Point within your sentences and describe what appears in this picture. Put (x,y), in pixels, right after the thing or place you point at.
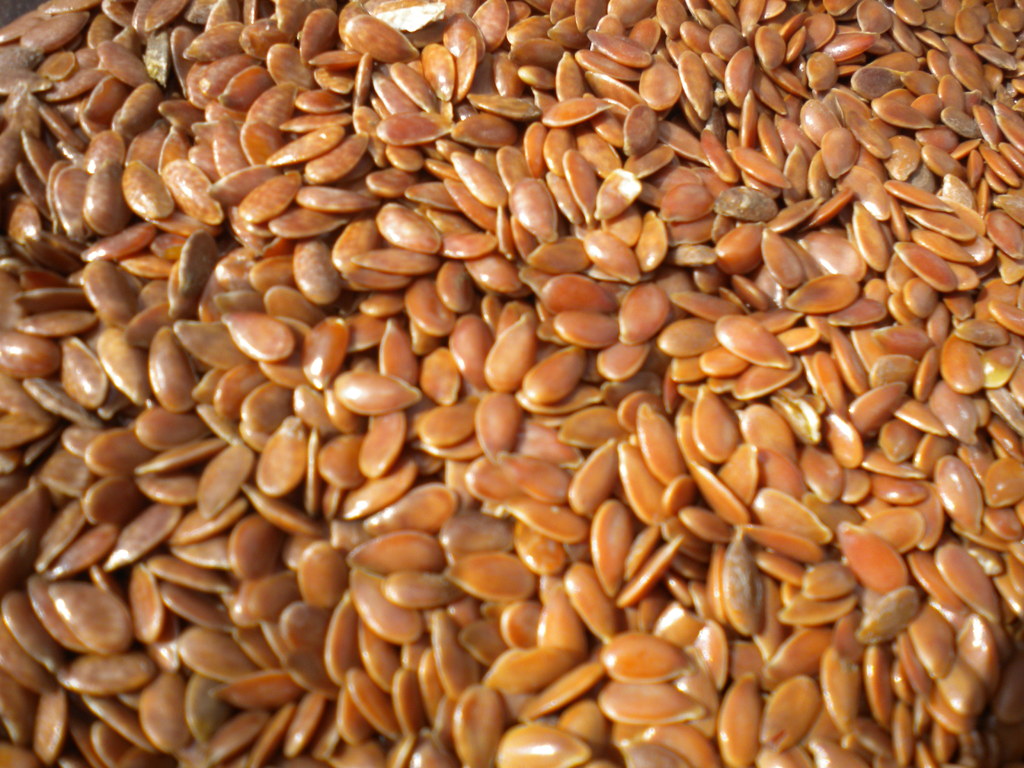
In this image we can see seeds (733,539).
